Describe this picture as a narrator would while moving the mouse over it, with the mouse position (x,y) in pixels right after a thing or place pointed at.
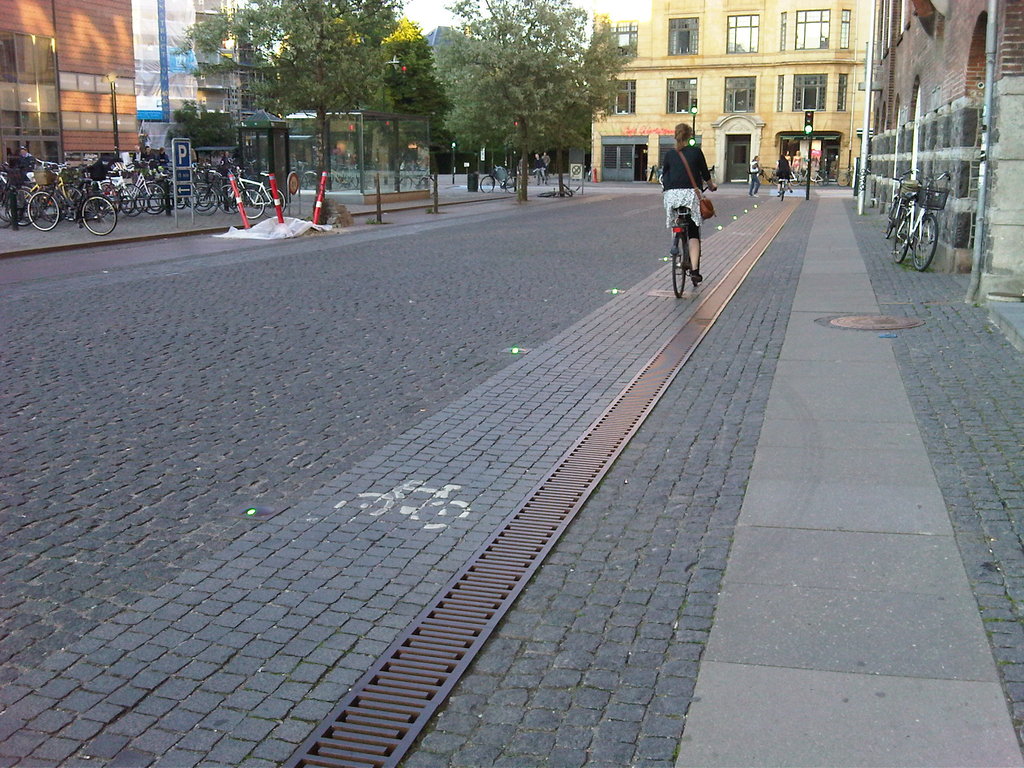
In this image there are buildings (613,120), trees (454,51) and some people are sitting on cycles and riding and there are some cycles (888,224), poles (433,181) and some boards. At the bottom (336,582) there is a road (611,377) and some grills (603,422).
